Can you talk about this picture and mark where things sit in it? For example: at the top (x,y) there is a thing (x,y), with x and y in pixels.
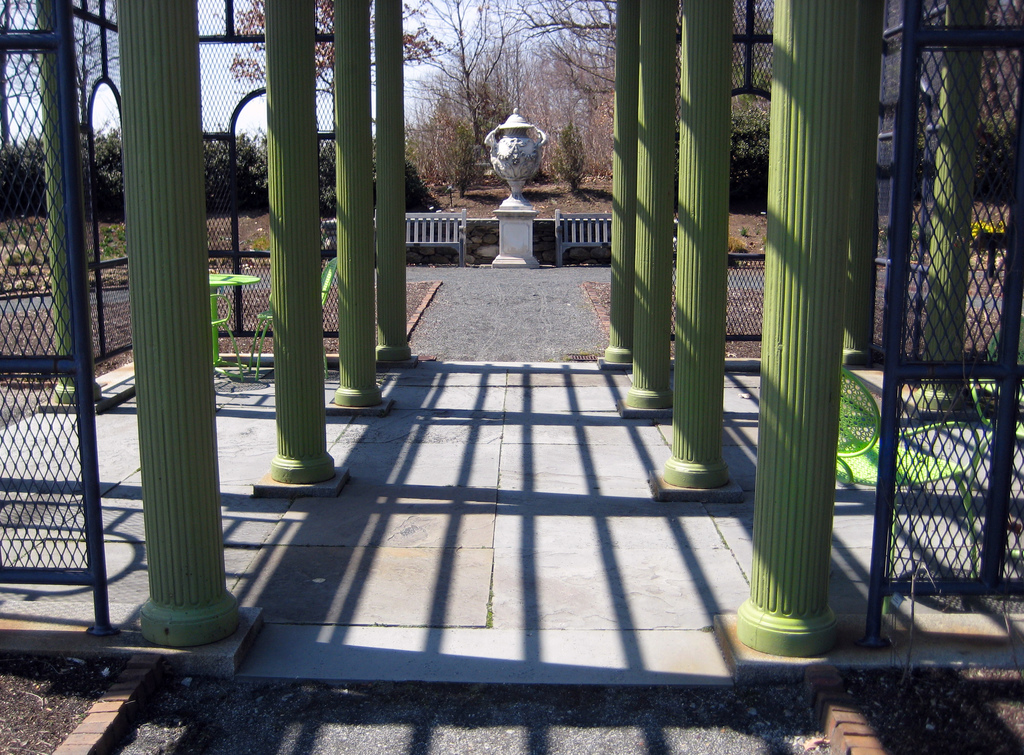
In this image I can see a fence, pillars (775,504), memorial (526,264), trees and the sky (416,95). This image is taken may be during a day.
